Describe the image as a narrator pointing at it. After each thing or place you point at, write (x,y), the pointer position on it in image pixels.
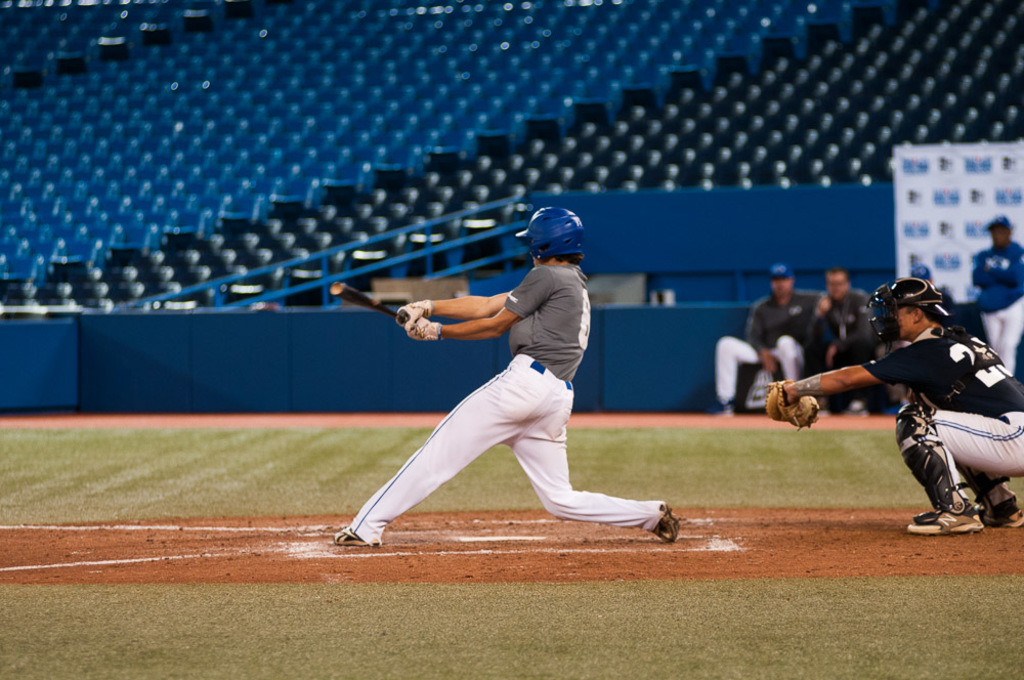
In this image I can see a person (549,338) wearing grey and white colored dress (520,376) and blue color helmet (536,230) is standing and holding a bat (368,299) in his hand (414,326). I can see another person (975,367) behind him. In the background (803,350) I can see few persons (825,353) sitting, a person (1018,247) standing, the railing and number of seats (727,131) which are black and blue in color in the stadium (156,157).
